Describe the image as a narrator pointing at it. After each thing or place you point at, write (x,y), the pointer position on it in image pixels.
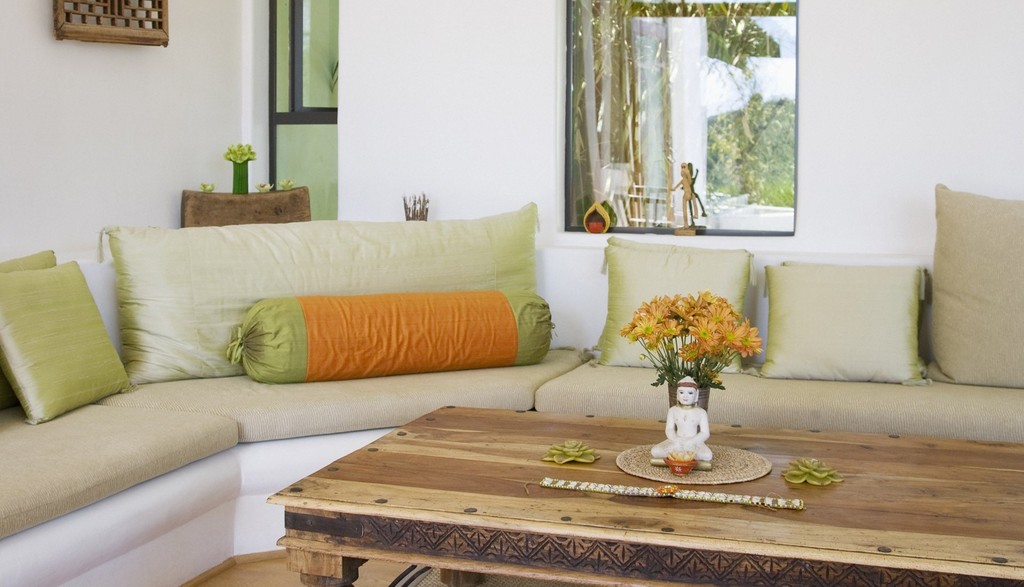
In this picture we can see a sofa (139,582) and these are the pillows (957,325). This is table (921,476). On the table (962,506) there is a flower vase (689,337). And this is showpiece (679,440). On the background (888,122) there is a wall (445,43) and this is frame (748,172).
